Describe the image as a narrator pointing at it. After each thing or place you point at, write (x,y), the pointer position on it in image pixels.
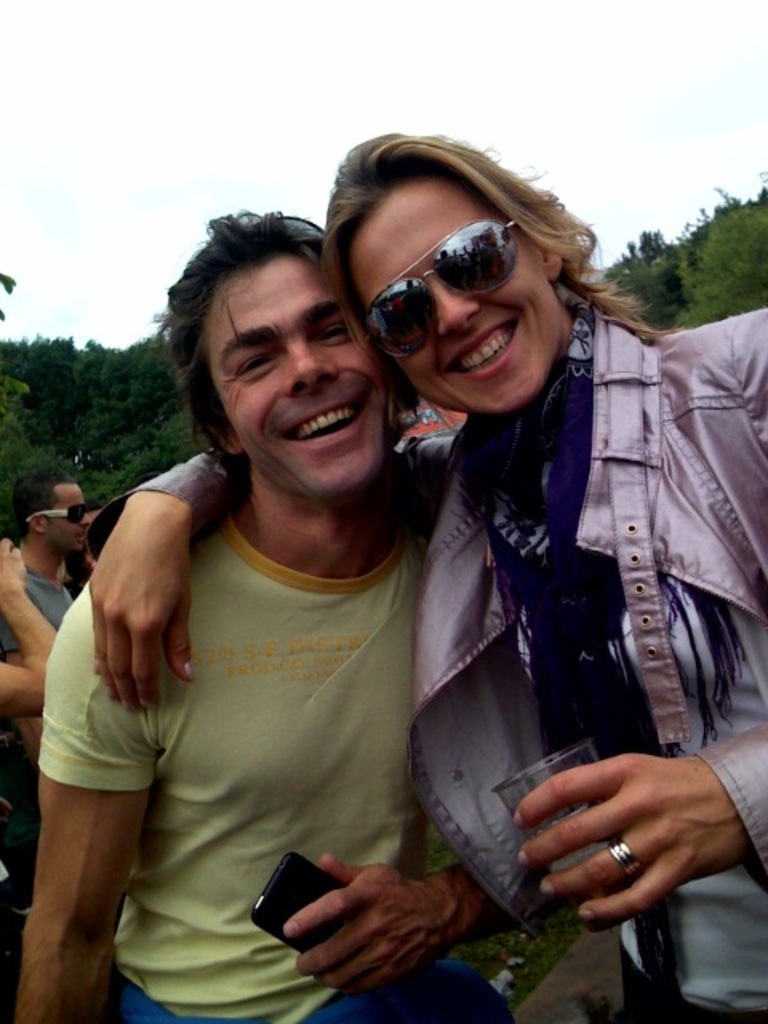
In this image I can see a group of people (409,778) on the road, mobile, glass (597,842), goggles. In the background (695,300) I can see trees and the sky (65,82). This image is taken may be during a day.
